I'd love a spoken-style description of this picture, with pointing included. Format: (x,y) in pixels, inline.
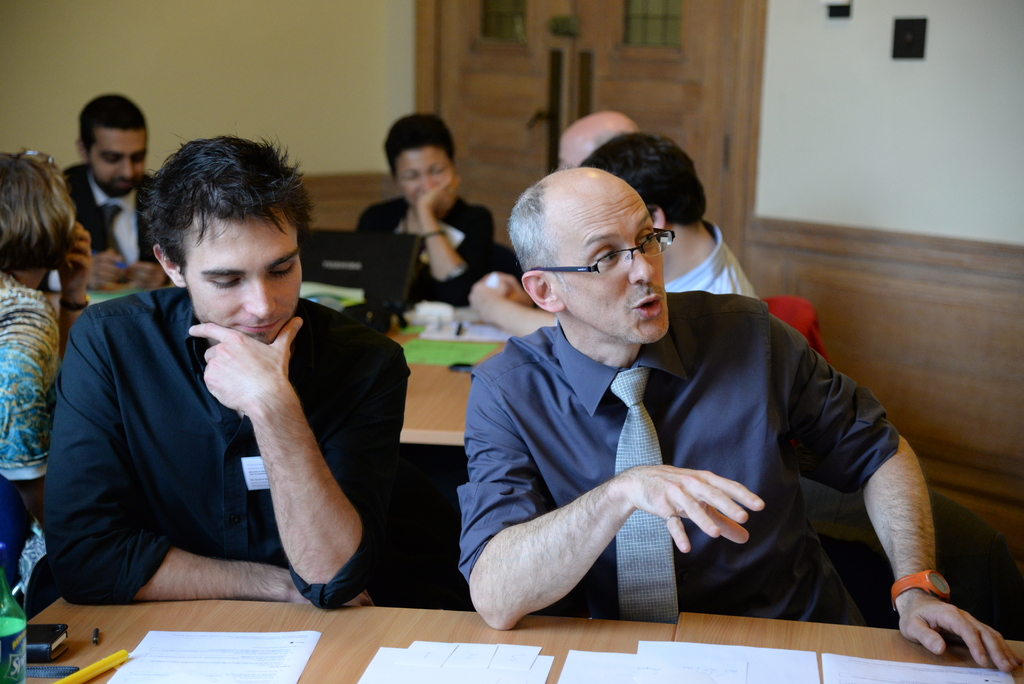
Two men (337,318) are sitting at a table (533,642). There is a group (3,169) behind them sitting at another table (435,373).
